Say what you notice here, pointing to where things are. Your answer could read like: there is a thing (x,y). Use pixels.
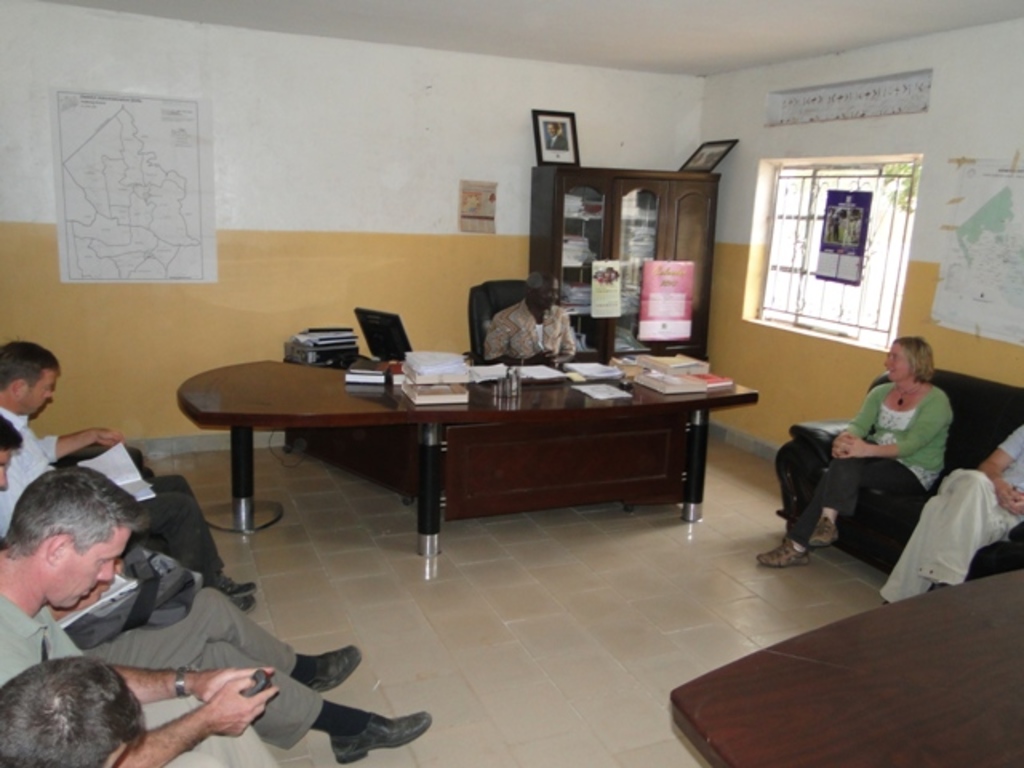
The person (540,308) wearing creme dress (526,330) is sitting in a chair (483,345) and there is a table (554,394) in front of him which consists of books (427,382) and a desktop (394,348) and there are few people (152,691) sitting on either sides in front of him.
